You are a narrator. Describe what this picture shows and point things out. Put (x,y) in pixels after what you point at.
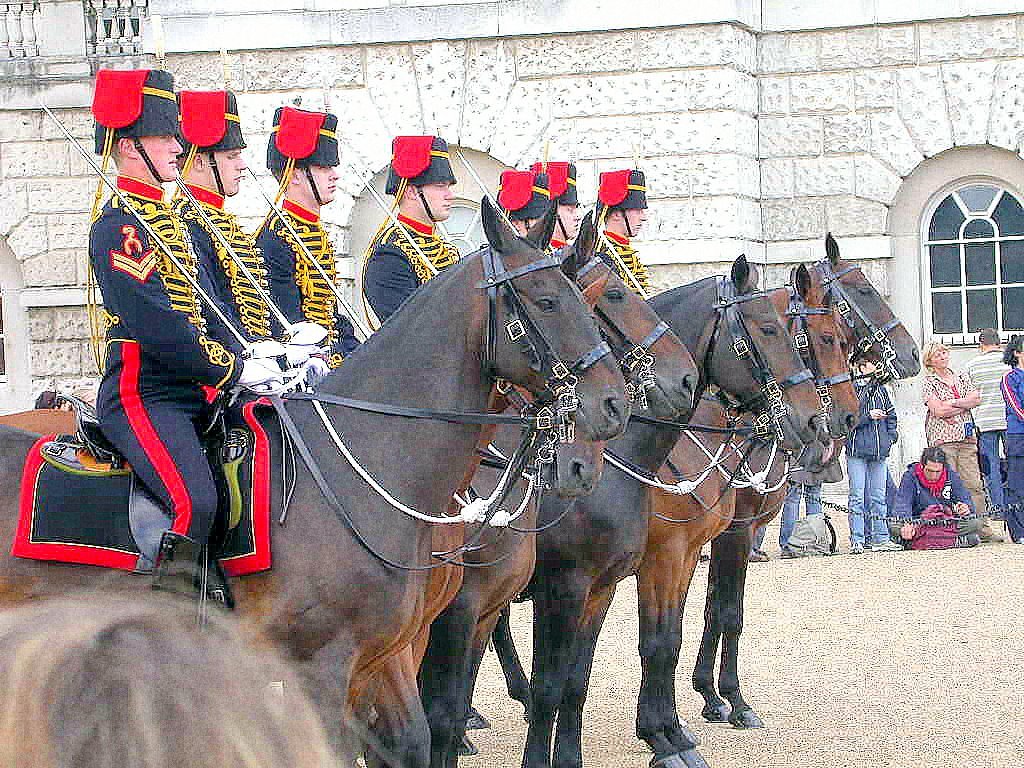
In this picture we can see horses (402,511), there are some people (151,271) sitting on these horses (452,285), on the right side (958,426) there are some people (955,449) standing and a person (946,488) is sitting, in the background (774,112) there is a building (658,114), these persons (168,261) are wearing caps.
